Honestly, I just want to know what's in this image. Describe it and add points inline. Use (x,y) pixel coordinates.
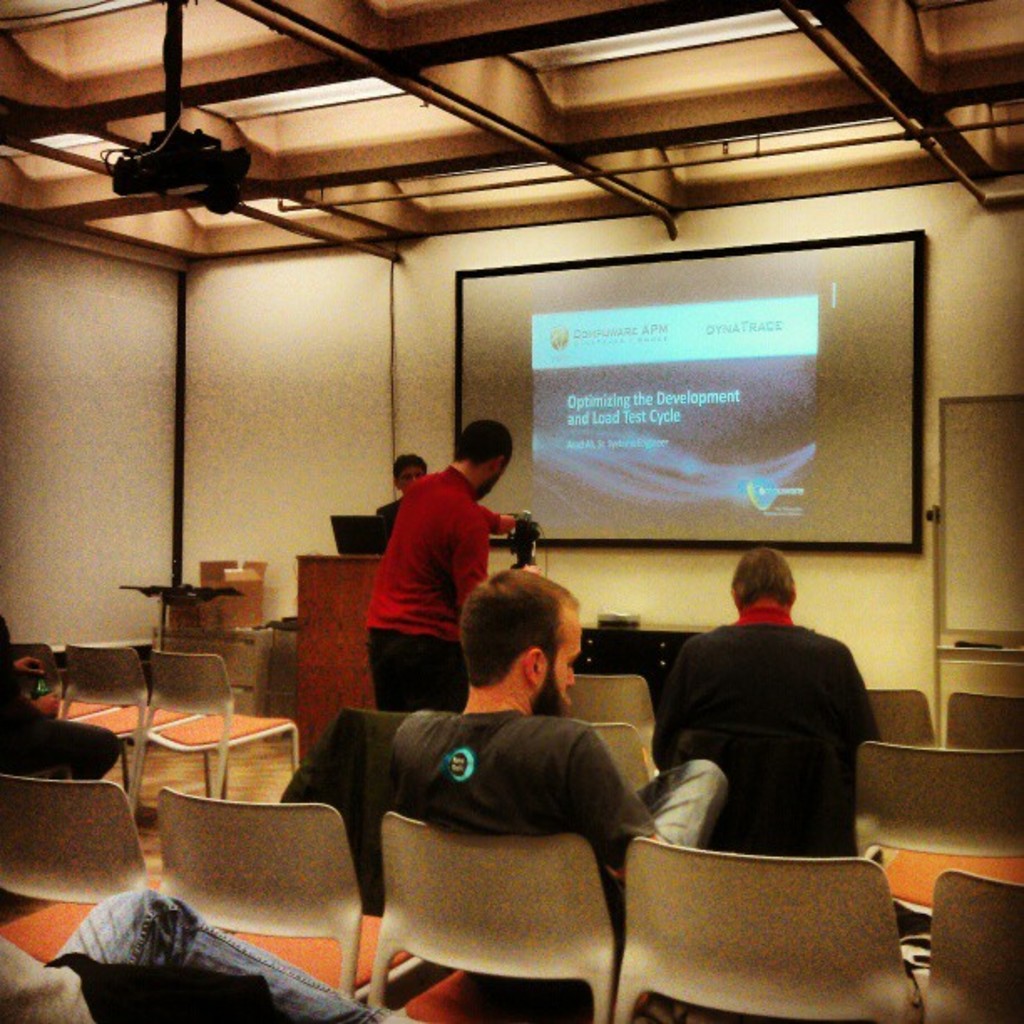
A picture inside of a room (250,292). These persons (702,697) are sitting on a chair (411,826). This person (439,541) is standing and holding a camera (526,539). A screen (716,472) is on wall (962,361). This person (416,472) is standing back side of this podium (345,623). On this podium (360,573) there is a laptop (377,539). Far there is a cardboard box (241,600).
